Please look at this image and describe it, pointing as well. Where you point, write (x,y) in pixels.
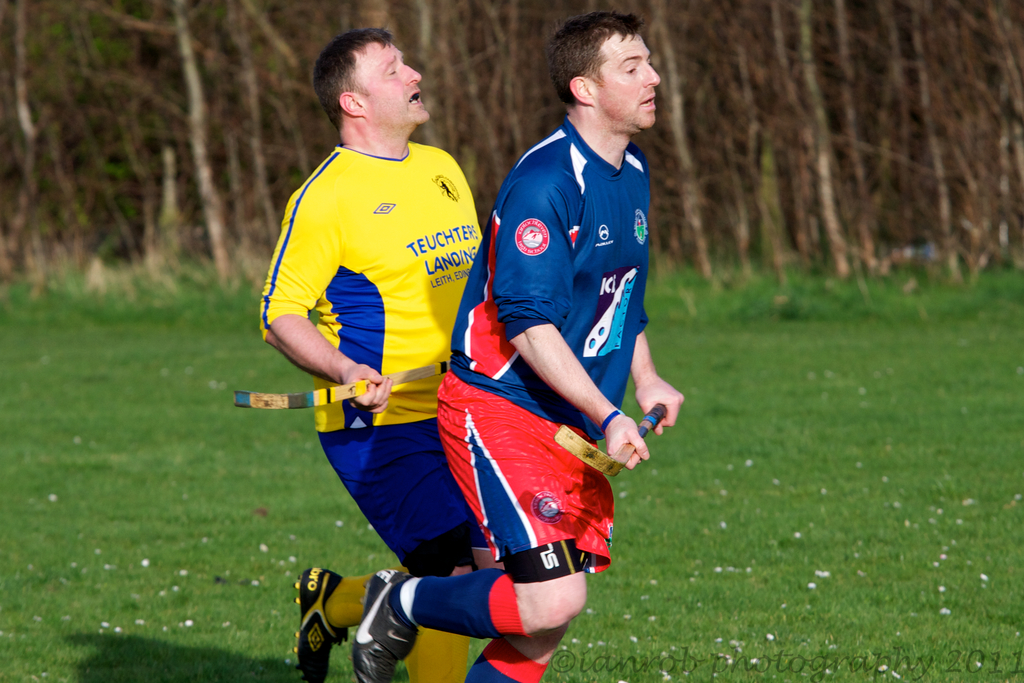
In this image there are two persons (406,167) running on the ground (801,526), holding an objects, behind them there are some trees (198,111) visible.
